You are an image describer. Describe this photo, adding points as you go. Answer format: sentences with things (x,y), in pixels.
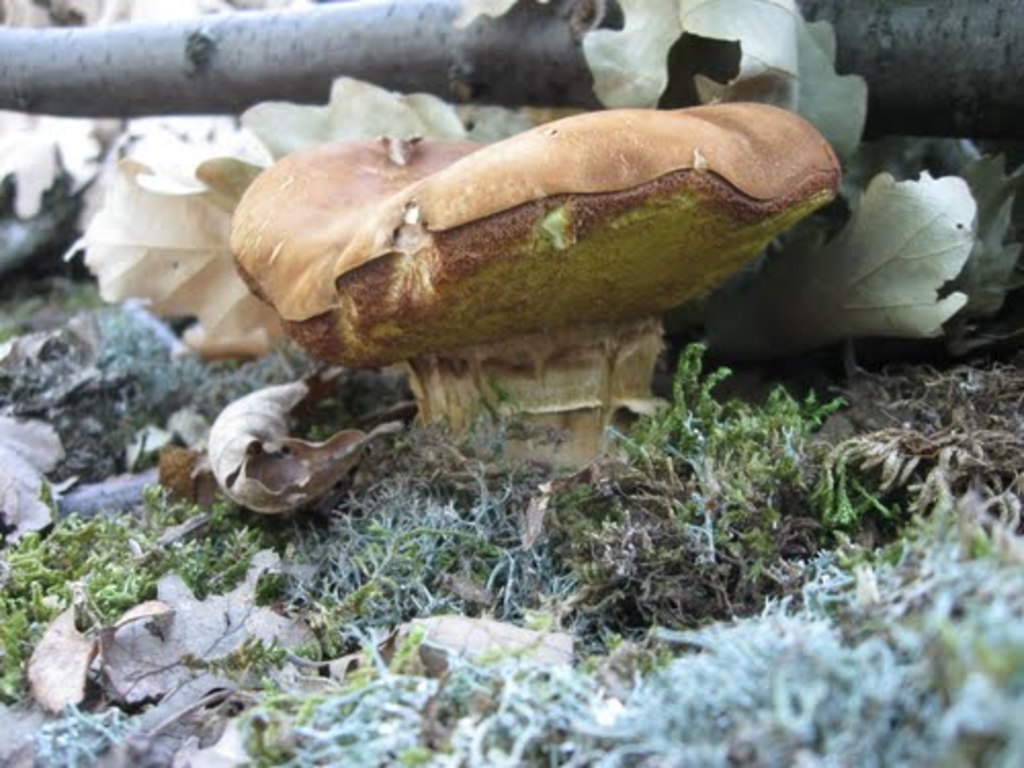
This picture might be taken outside of the city. In this image, in the middle (540,373), we can see a mushroom (544,339). In the background (279,56), we can also see stem (250,45) of a tree (848,72), leaves (826,81), at the bottom (680,692), we can see a grass (511,541).
